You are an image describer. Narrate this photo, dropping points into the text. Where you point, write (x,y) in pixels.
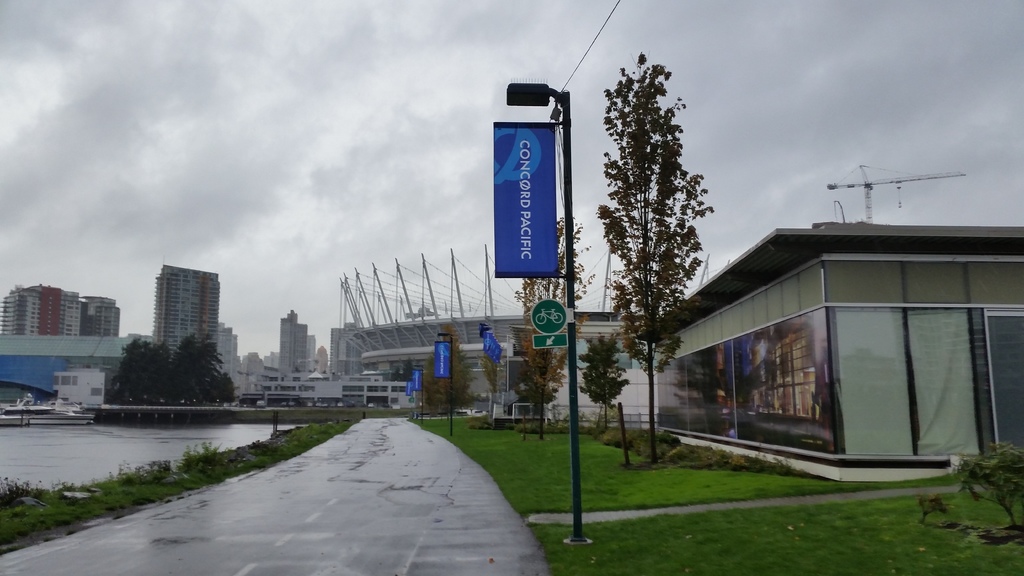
In this image, there are a few buildings (737,276), poles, boards (541,141). We can see the ground (313,537) and some grass (97,485). We can also see some plants (112,484), trees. We can also see the sky (288,269) with clouds (331,179). We can see some water (79,464) and some objects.
